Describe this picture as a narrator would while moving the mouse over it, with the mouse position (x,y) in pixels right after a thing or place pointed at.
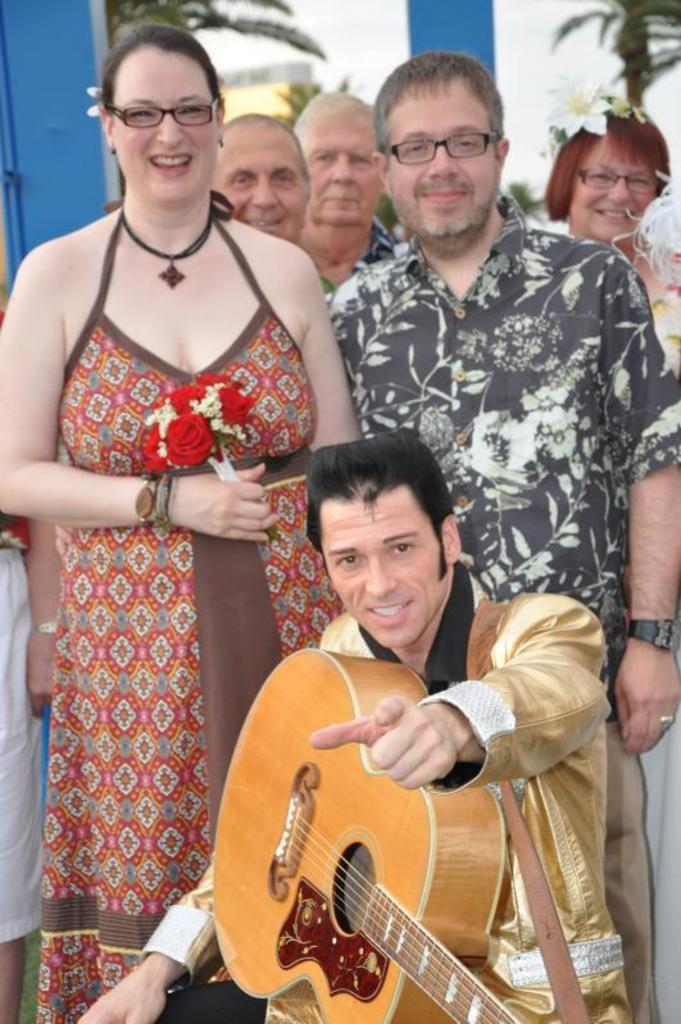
There are so many people (274,279) standing and one person (419,633) sitting holding a guitar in his hand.
